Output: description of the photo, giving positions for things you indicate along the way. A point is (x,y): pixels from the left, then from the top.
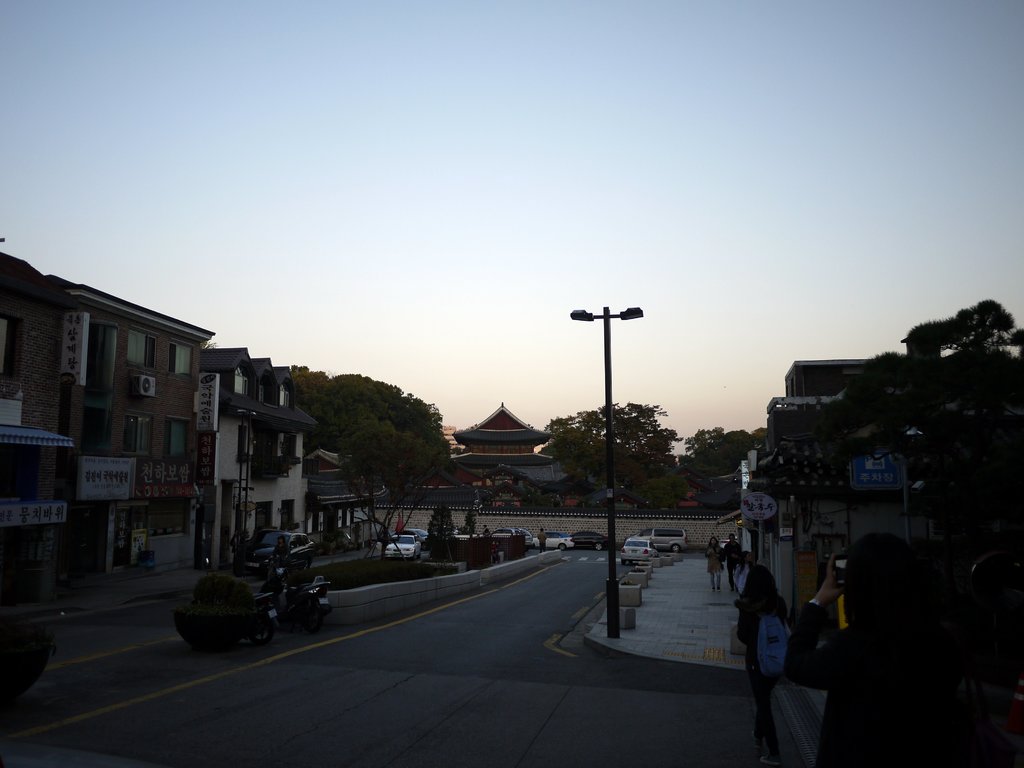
In this image I can see few vehicles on the road (169,614), buildings (189,456) in brown and cream color, and few boards (134,470) attached to the buildings (154,510), a light pole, trees (575,460) in green color and the sky (559,280) is in white color.
